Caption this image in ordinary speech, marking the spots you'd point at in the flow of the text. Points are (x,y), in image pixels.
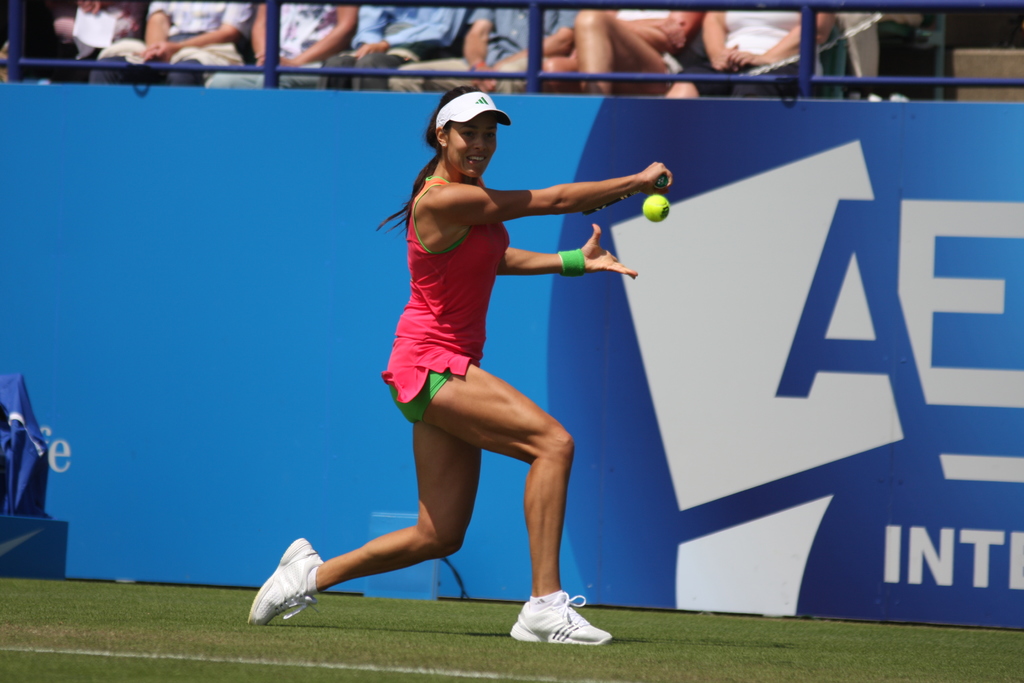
Here is a woman (461,281) playing tennis, she is holding bat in her right hand (655,188), there is a green color band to her left hand (601,267), she is wearing a white color hat (464,123) and white color shoes (274,600), there is a green color ground (277,634), behind her there are spectators (244,10) who are seeing the match.
